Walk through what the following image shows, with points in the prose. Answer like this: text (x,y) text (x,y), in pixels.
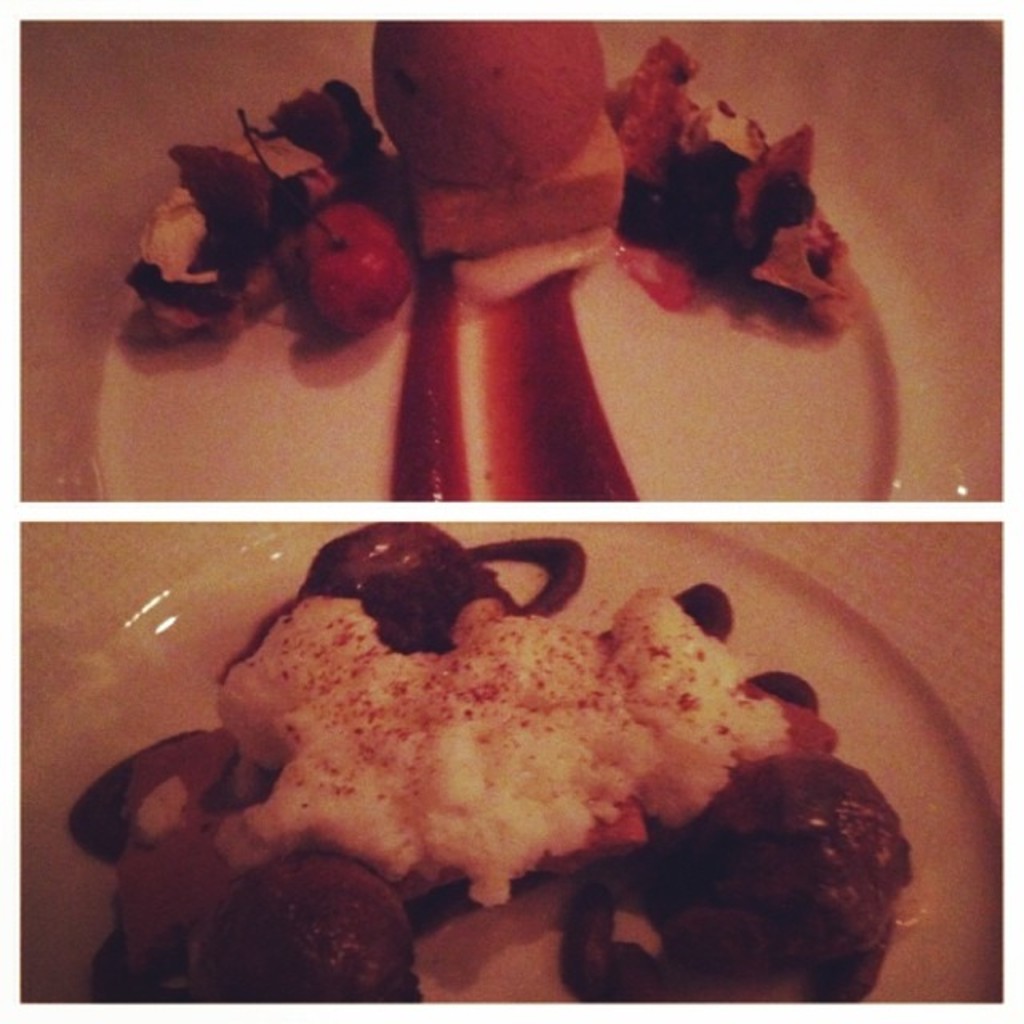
In the image we can see the collage photos, in it we can see the plate (669,393) and on the plate (752,466) there is a food item (515,549).
